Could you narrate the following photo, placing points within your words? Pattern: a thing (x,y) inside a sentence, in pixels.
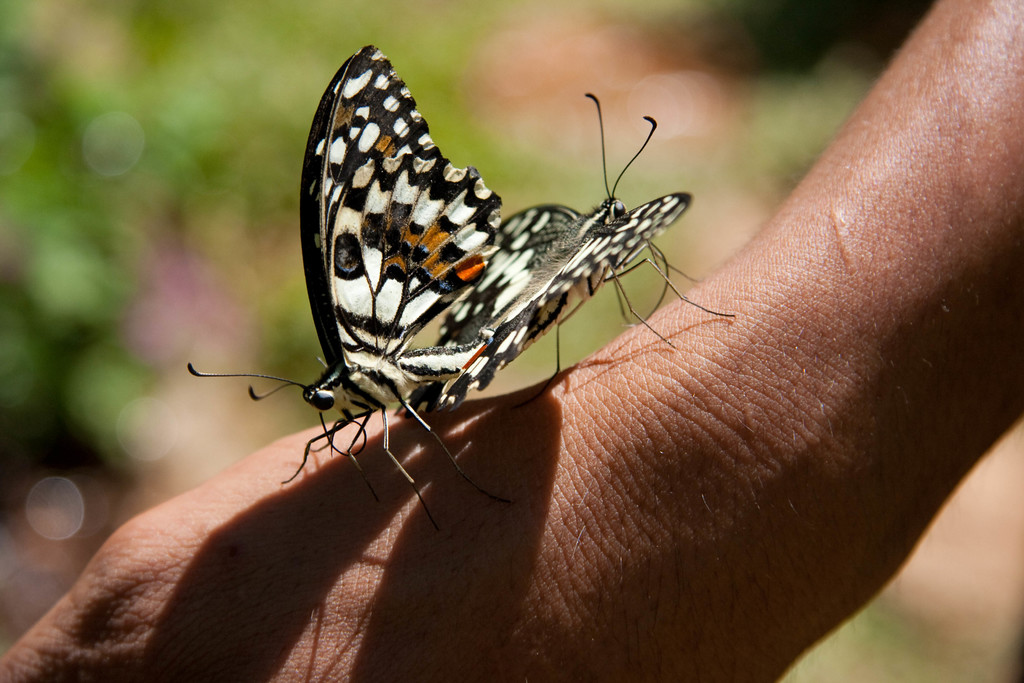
In this picture there are two butterflies (546,290) standing on the person's hand (452,440). In the back (246,198) we can see green grass (231,172).
